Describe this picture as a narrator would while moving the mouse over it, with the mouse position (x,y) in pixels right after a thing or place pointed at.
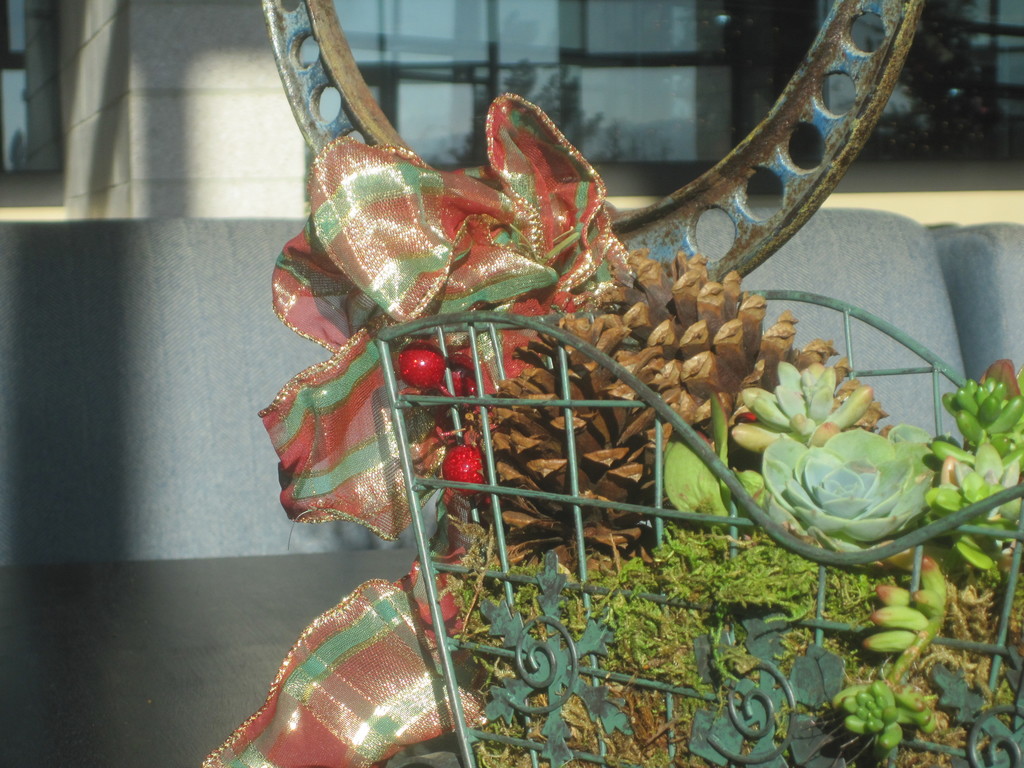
In the image I can see a basket (466,744) in which there are some flowers (900,491), plants (819,390) and a cloth (361,438) to the side.
